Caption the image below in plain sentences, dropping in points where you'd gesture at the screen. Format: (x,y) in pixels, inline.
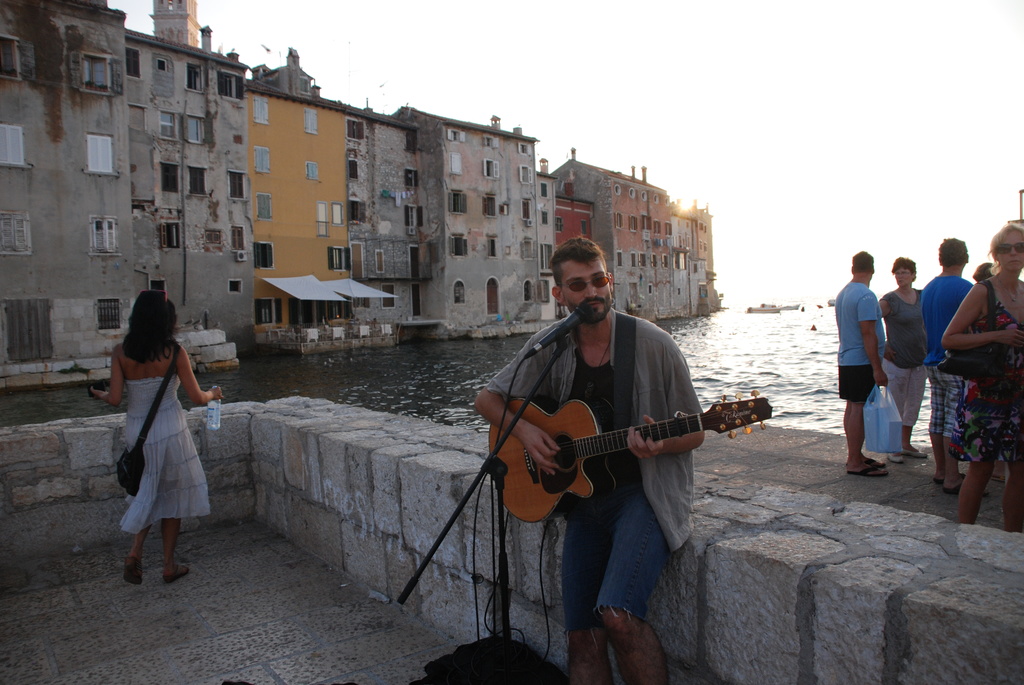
This is a picture of a man (578,270) in black t shirt (594,377) holding a guitar (578,434) and singing a song in front of the man (589,286) there are microphone (549,334) with stand (566,336). Background of the man (577,384) there are buildings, water (743,326) and group of people (902,362) and sky (852,121).
